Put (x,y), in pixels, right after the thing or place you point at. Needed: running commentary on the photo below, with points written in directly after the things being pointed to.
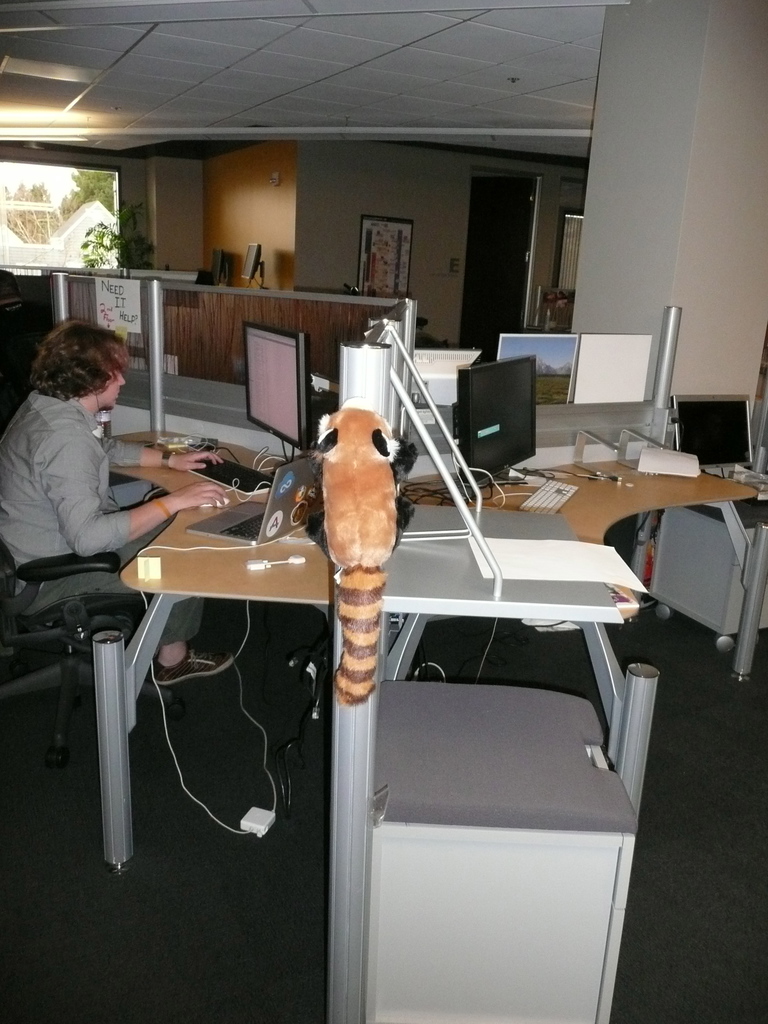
in a room (193,350) there are desks (274,551). in the left (67,452) a person (83,524) is sitting on a chair (37,562) and operating computer (256,424). right to that computer (258,414) there is a laptop (259,524) and a cable (239,546). at the right (555,552) there is a paper (519,565) on the desk (442,553) and a soft toy (353,560) is placed in the center (357,490). behind that there is a wall (274,192), plant (124,249) and a window (41,226) at the left (40,225).
